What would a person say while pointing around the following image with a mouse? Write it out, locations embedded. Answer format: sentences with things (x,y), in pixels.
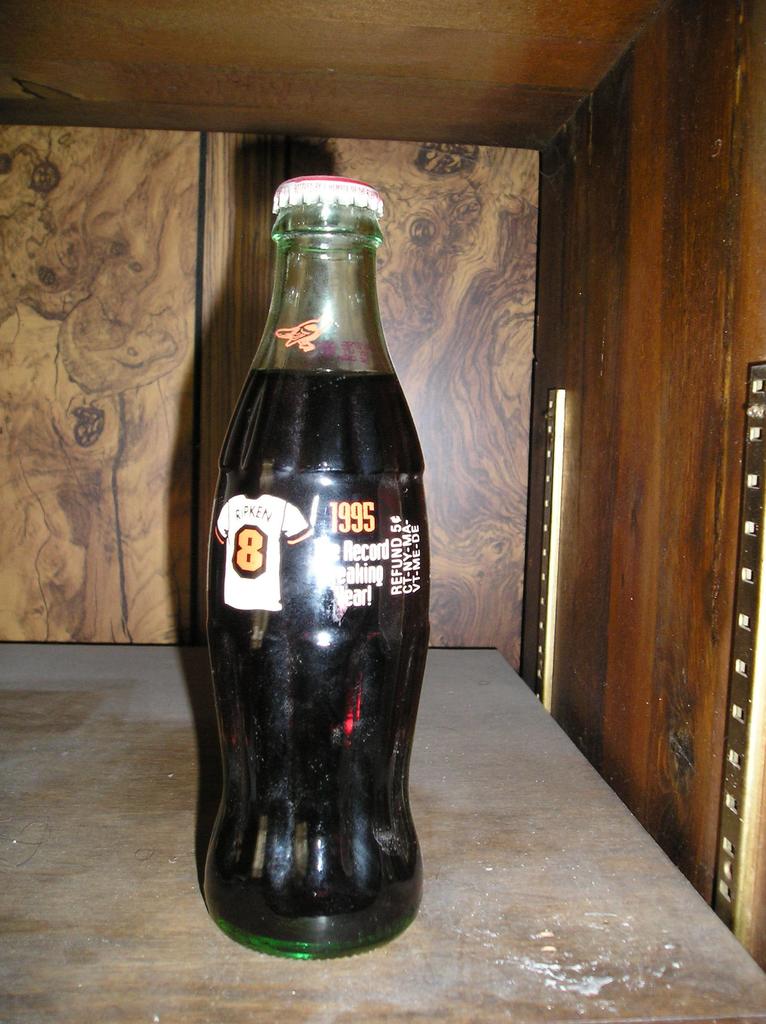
In this image I can see a glass bottle (289,580) on the wooden table (397,989).
